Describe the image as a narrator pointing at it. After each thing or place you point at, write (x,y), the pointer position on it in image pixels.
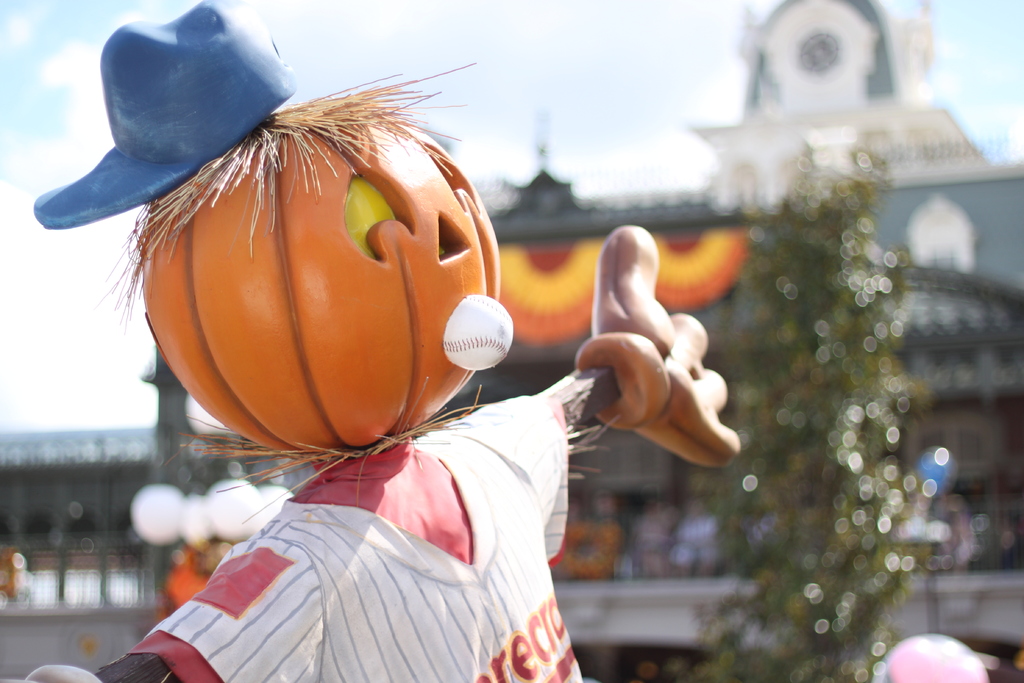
In this picture we can see a scarecrow (295,647) and in the background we can see a building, sky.
